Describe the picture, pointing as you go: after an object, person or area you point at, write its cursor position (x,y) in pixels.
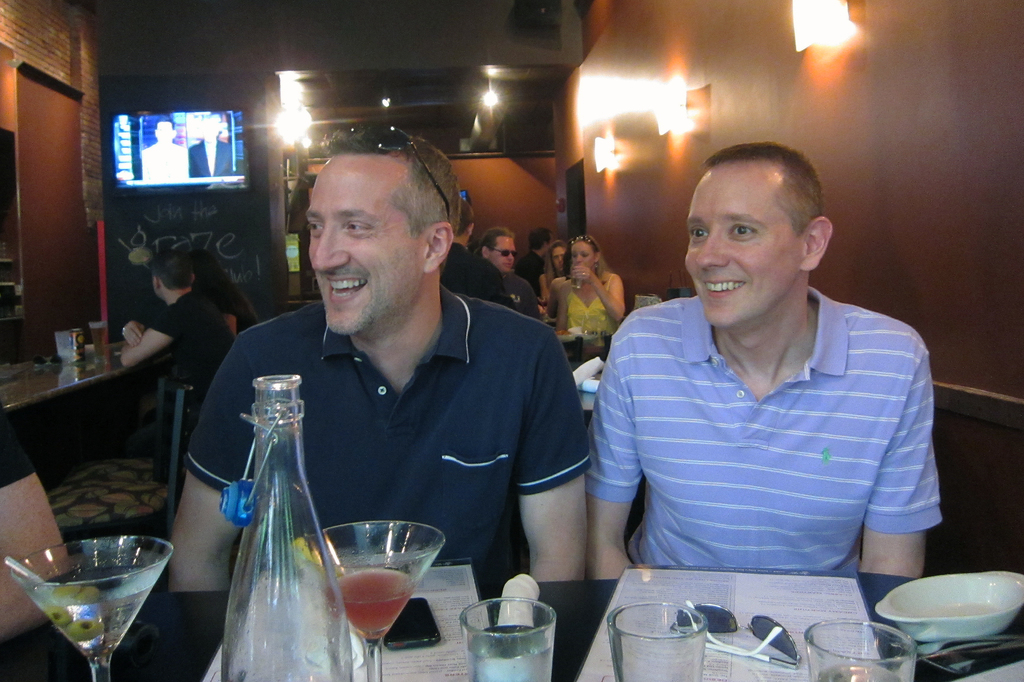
In this picture we can see two men (726,447) sitting on chair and smiling and in front of them there is table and on table (202,616) we can see bottle (317,564), glass (377,592) with drink (380,575) in it, goggle (698,610), paper (727,594), bowl (884,605) and in background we can see screen (162,137), some more person (595,281), light (596,149), wall (651,127).
